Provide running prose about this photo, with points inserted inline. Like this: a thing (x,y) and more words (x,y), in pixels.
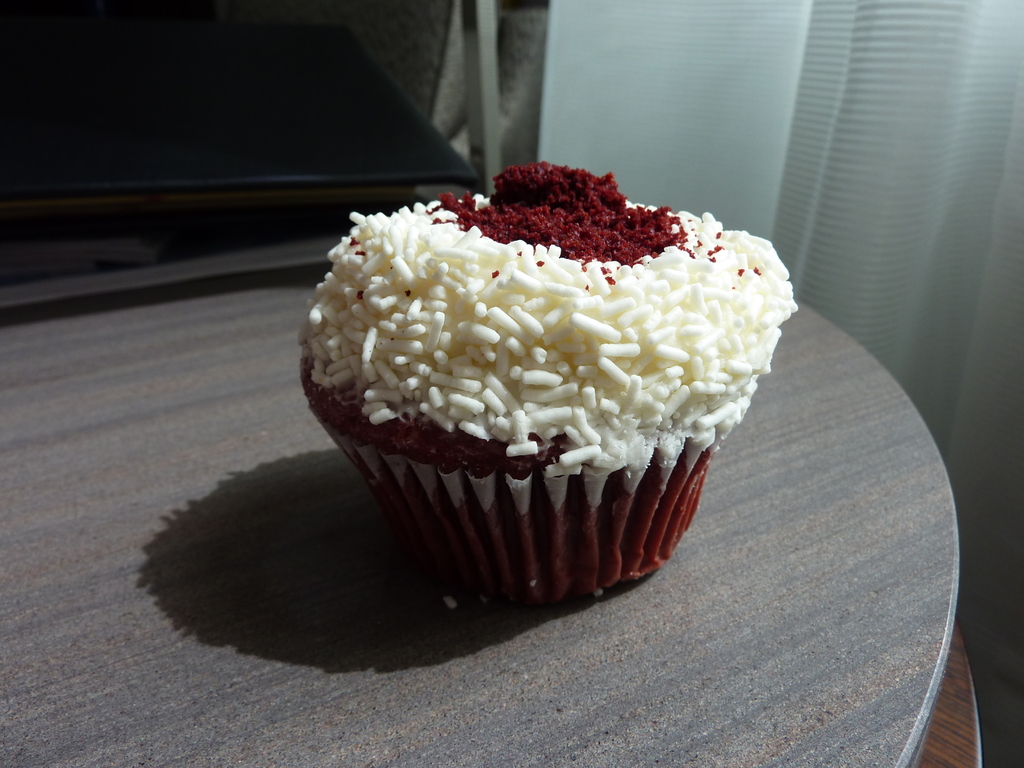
In this image I can see a cupcake (515,351) on the grey color table (787,542). Cupcake (512,331) is in white and maroon color. Background (793,106) is in white and black color.
